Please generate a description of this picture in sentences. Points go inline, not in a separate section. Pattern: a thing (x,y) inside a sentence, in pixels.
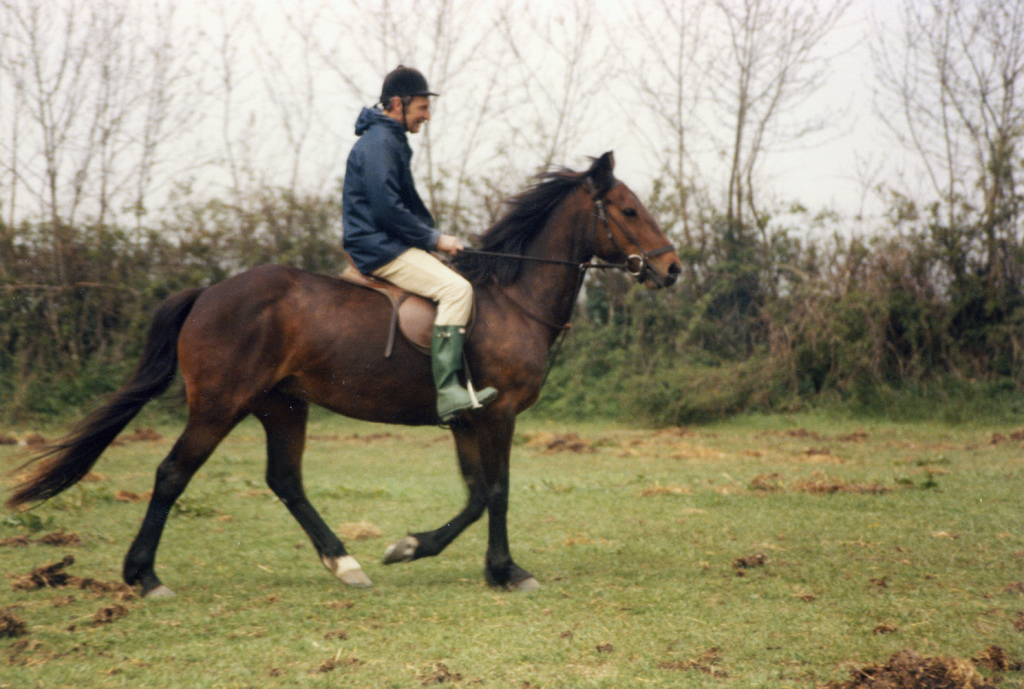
In this picture we can see a man (354,204) is riding a horse (321,336), in the background (692,292) we can see couple of trees (689,280).
